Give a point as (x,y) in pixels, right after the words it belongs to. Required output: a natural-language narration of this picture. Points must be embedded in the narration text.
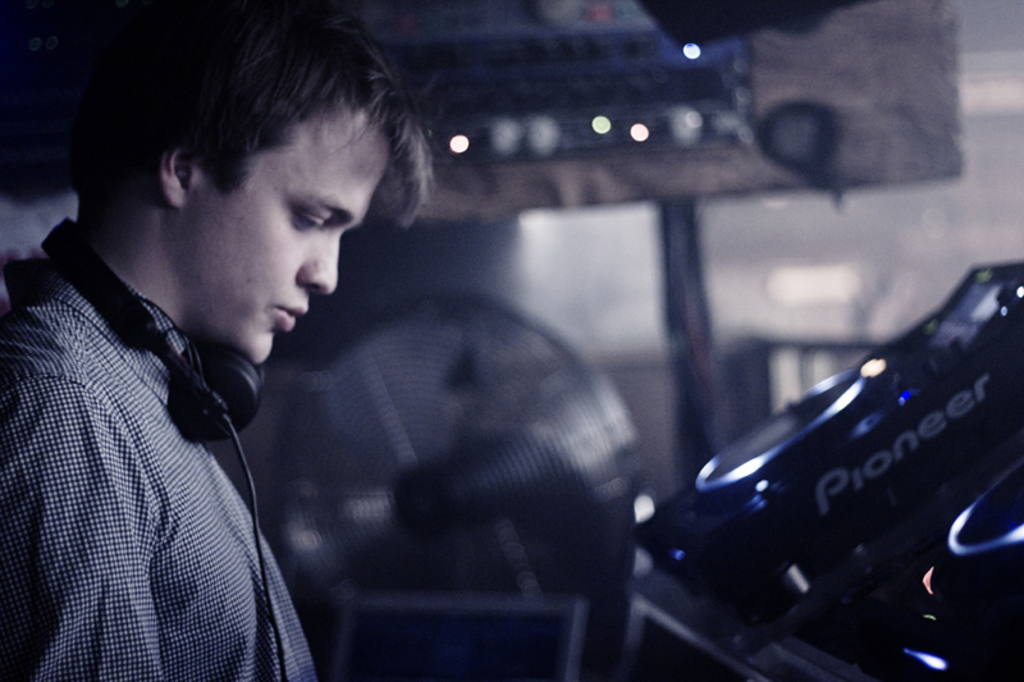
In this image, we can see a person (68,468) wearing headset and in the background (459,79), there are lights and we can see a table fan (503,450) and DJ equipment (850,416) and there is a board (879,150) and a wall (870,240).
